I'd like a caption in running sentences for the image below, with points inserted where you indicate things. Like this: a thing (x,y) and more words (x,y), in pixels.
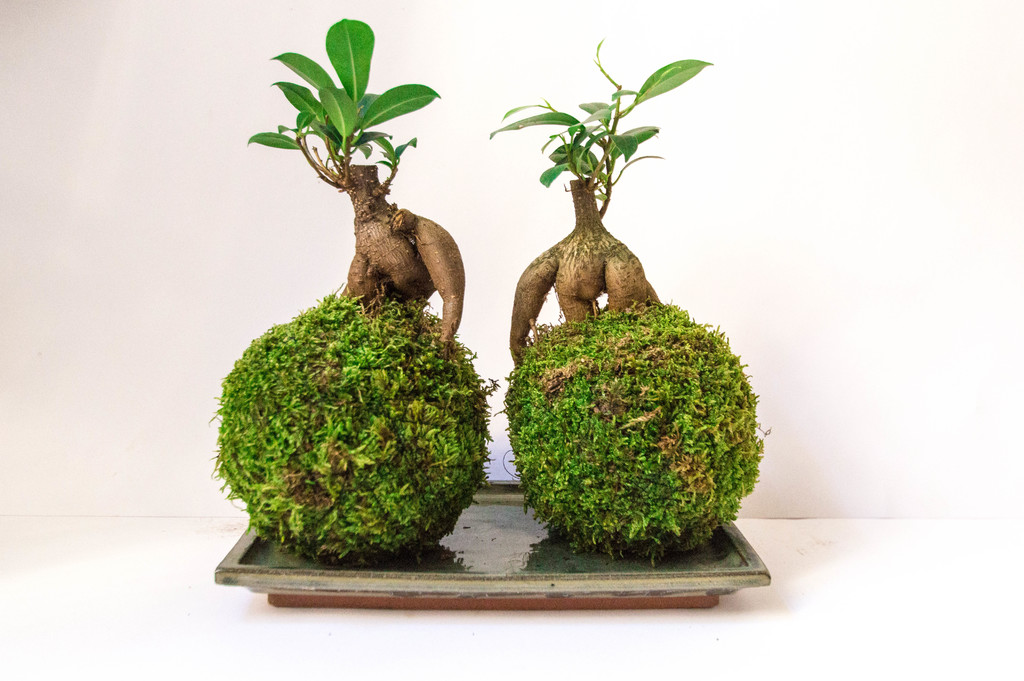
In the middle of the image (455,421) there are two plants (432,287) with leaves (387,118), stems (397,258) branches (535,282) in the pot (455,562). In the background (339,230) there is a wall (798,258). At the bottom of the image (169,588) there is a white surface (922,619).
